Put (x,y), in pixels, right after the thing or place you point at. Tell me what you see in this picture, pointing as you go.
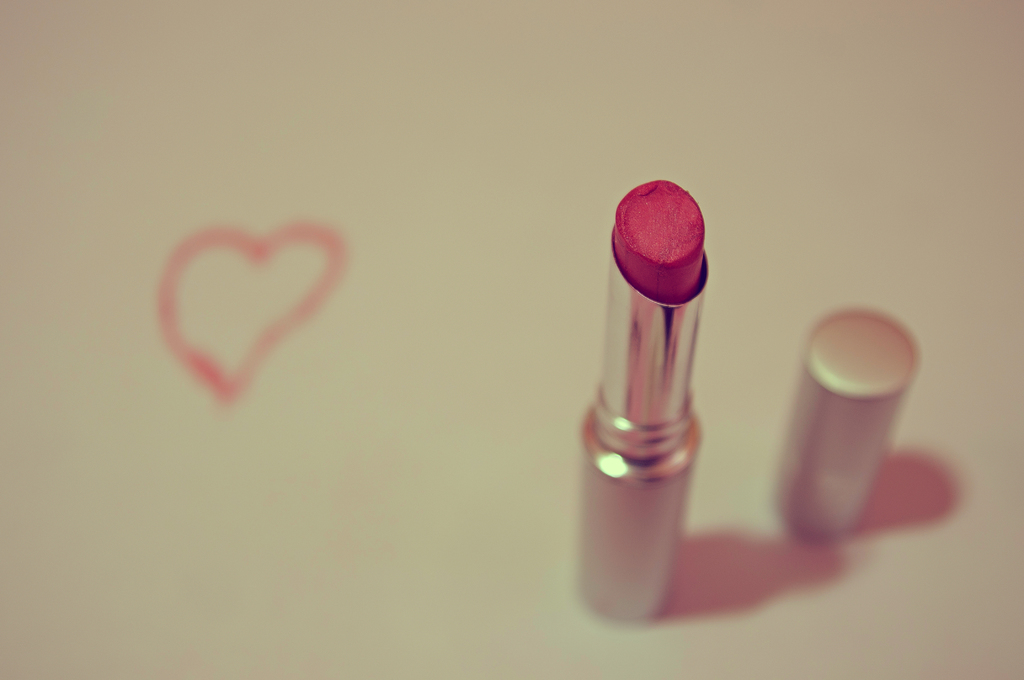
In this image I can see a lipstick (663,400) which is placed on the floor (593,665), beside this I can see its cap (829,388).
